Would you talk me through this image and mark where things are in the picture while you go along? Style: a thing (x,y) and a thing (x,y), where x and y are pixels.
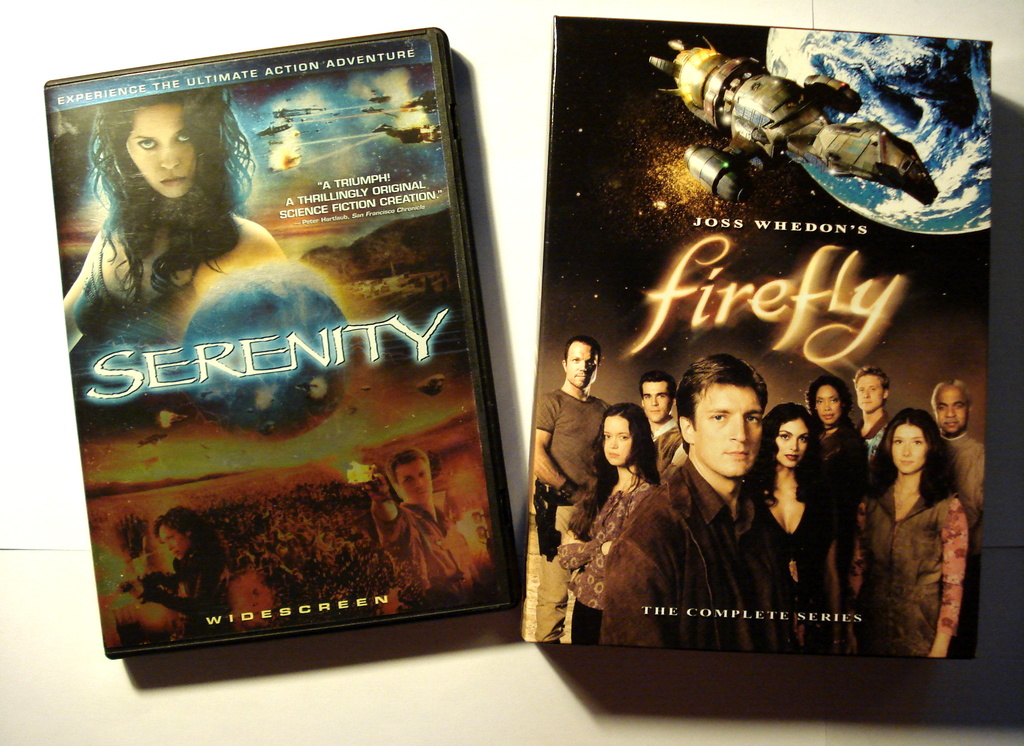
In this picture we can see two DVD boxes (492,465), on the right side box (817,485) we can see depictions (854,505) of persons (771,496), a satellite (747,146) and the earth (898,113), on the left side box (366,485) we can see depictions (159,189) of persons (176,217), there is some text (344,210) here.
